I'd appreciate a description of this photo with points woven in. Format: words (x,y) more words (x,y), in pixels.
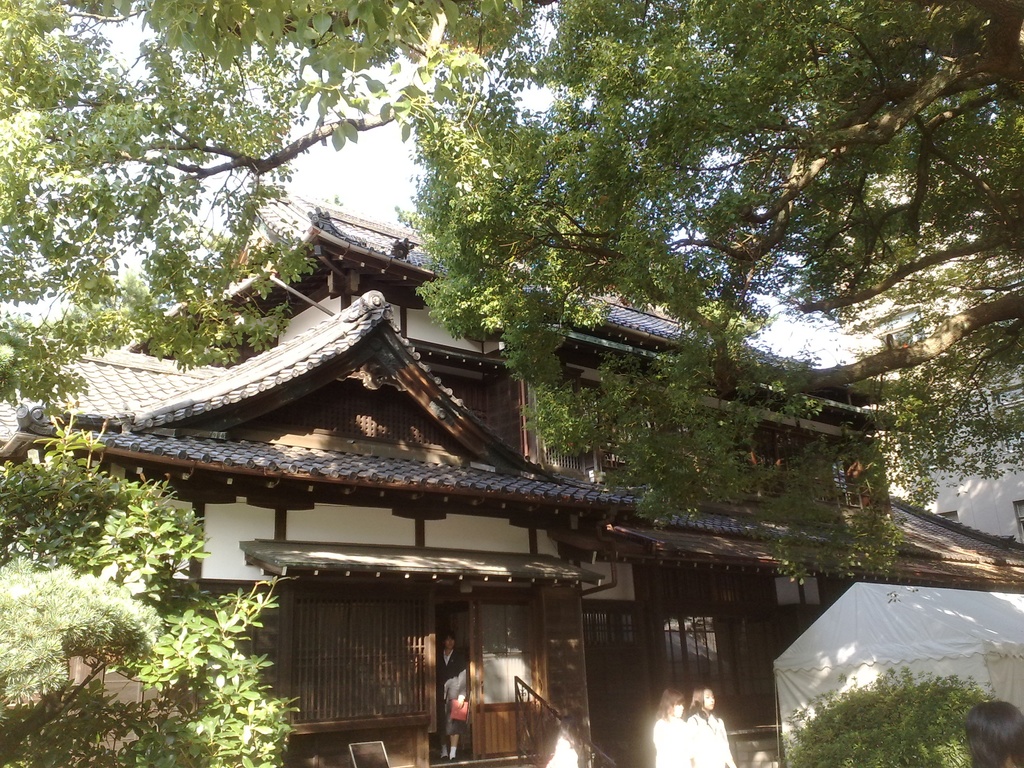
In this image I can see a house (500,601) and in front of house (373,702) I can see trees (89,275) and persons (682,735) and the sky (387,170) visible at the top (321,194).
